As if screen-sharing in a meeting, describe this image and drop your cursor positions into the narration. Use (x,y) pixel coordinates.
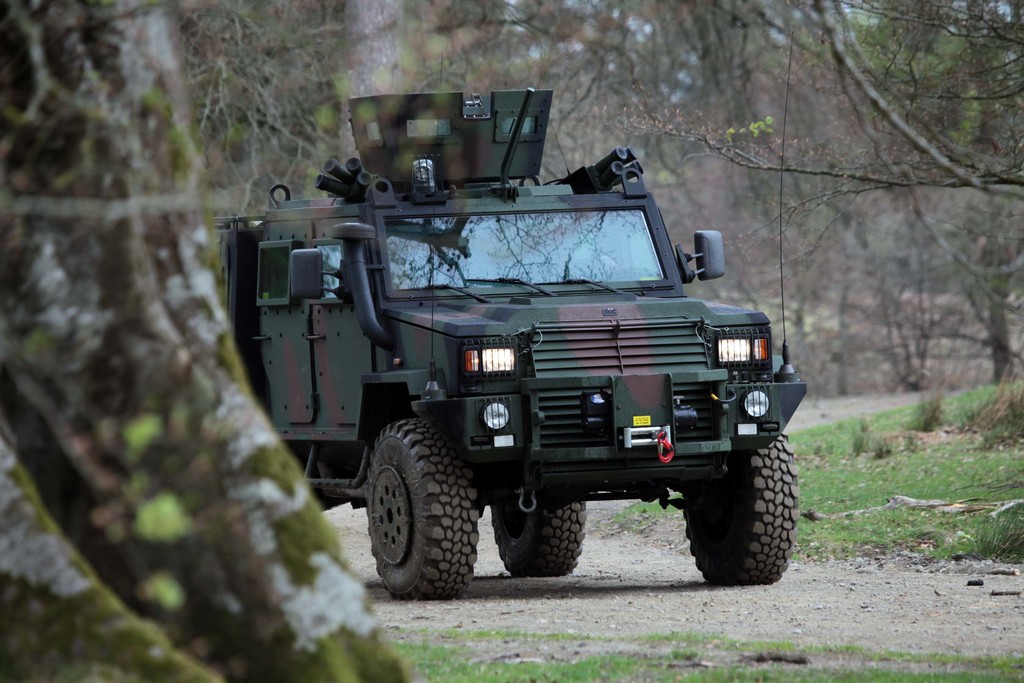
In this image we can see a vehicle (717,509) on the ground (447,657). On the left side (114,352) we can see a tree trunk (126,275). In the background (912,494) we can see grass (912,494) on the ground (956,597) and trees (326,78).
